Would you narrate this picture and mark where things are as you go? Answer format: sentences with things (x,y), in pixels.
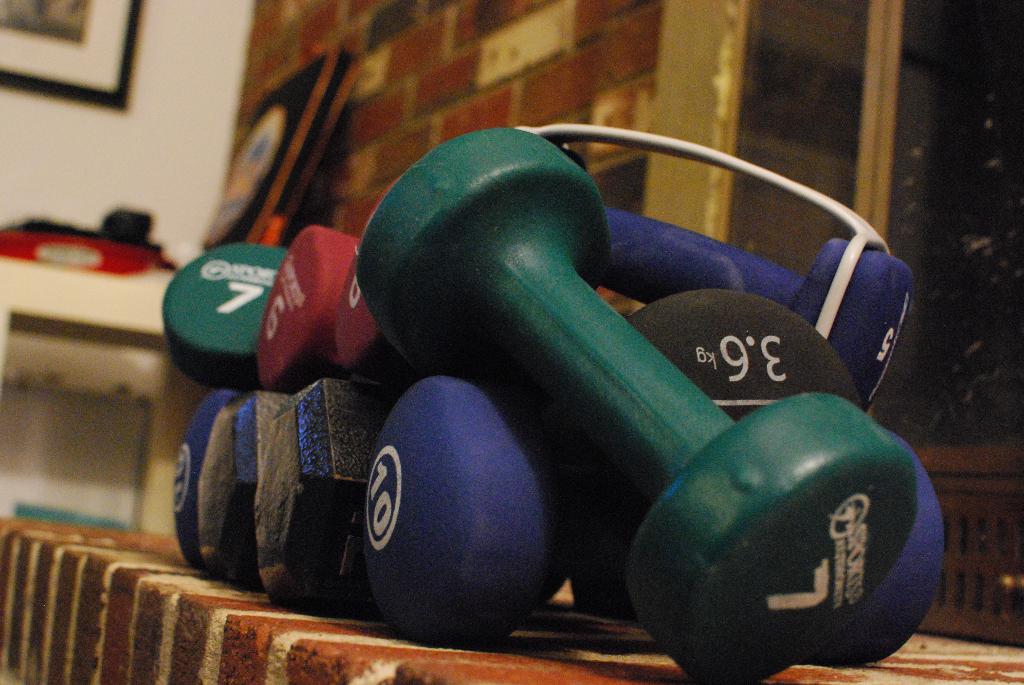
In the given image i can see a dumbbells (577,410).
